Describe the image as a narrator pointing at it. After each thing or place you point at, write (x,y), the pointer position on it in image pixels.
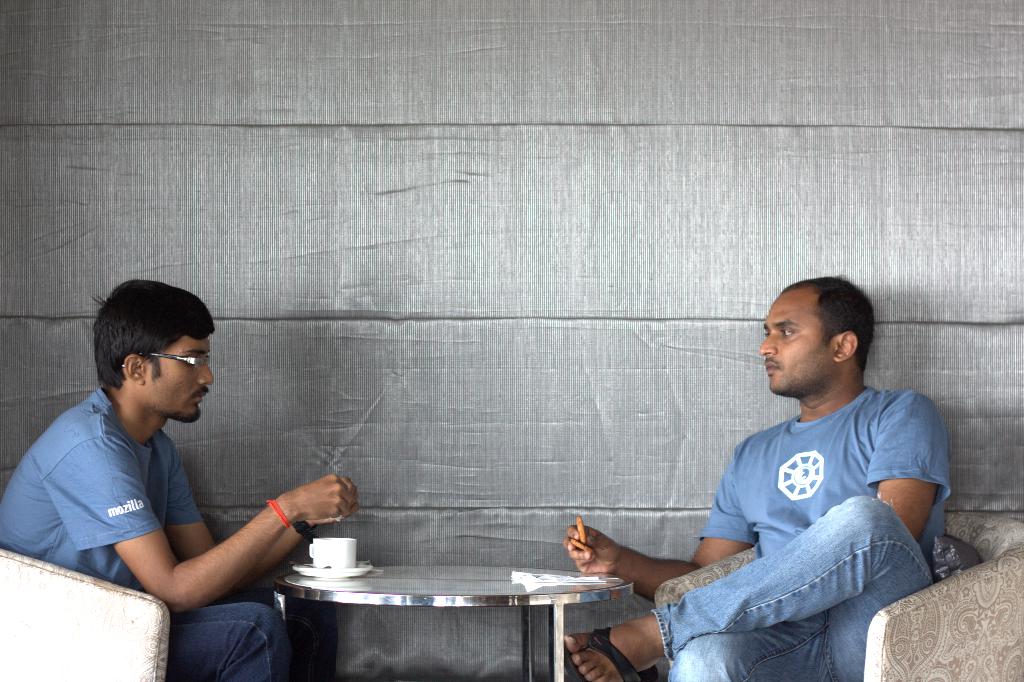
There are two people (624,645) in the image. They wore blue color T-shirt (149,502) and trouser (270,663). They were sitting on the chairs (893,681). This is a table (484,589) with a tissue paper (523,581), a cup (331,551) and saucer (311,567) on it. One person (593,552) is holding biscuits (589,548) on his hand (585,563). At background (391,397) this looks like a wall (483,251) which is grey in color.
